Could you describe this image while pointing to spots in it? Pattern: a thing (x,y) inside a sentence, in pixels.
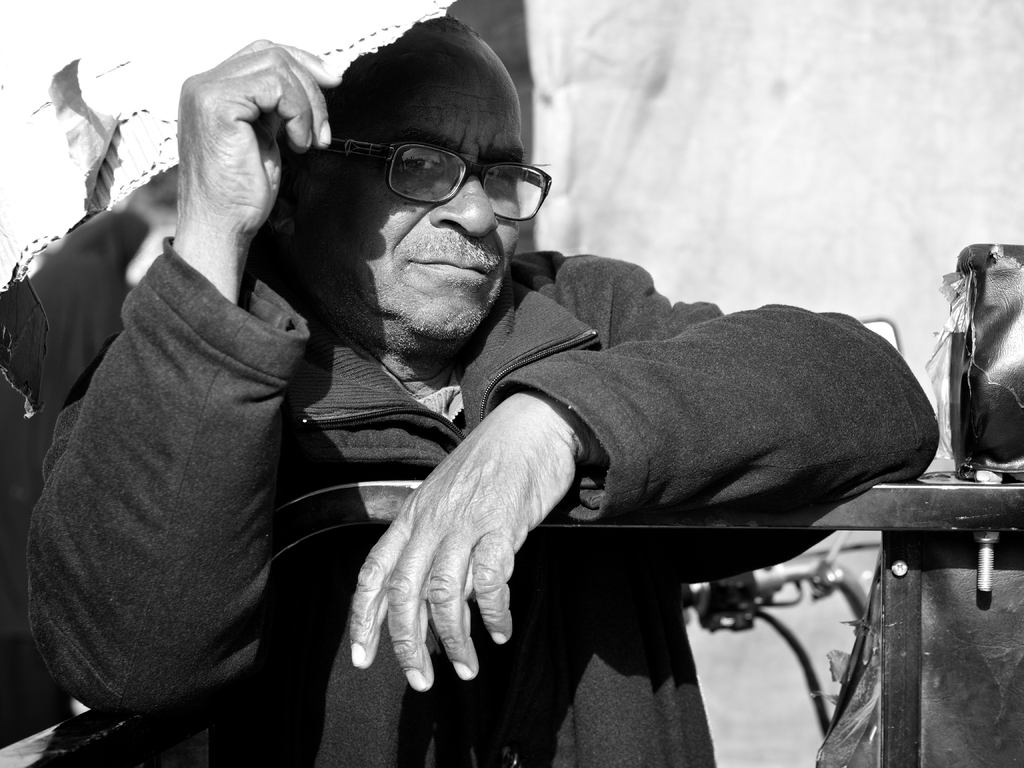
This picture shows a man (270,166) standing and he wore a coat (380,464) and he wore spectacles (467,172) on his face (340,172) and he is holding a card (407,2) in his hand (203,177) and we see a vehicle (791,634) on the side.
